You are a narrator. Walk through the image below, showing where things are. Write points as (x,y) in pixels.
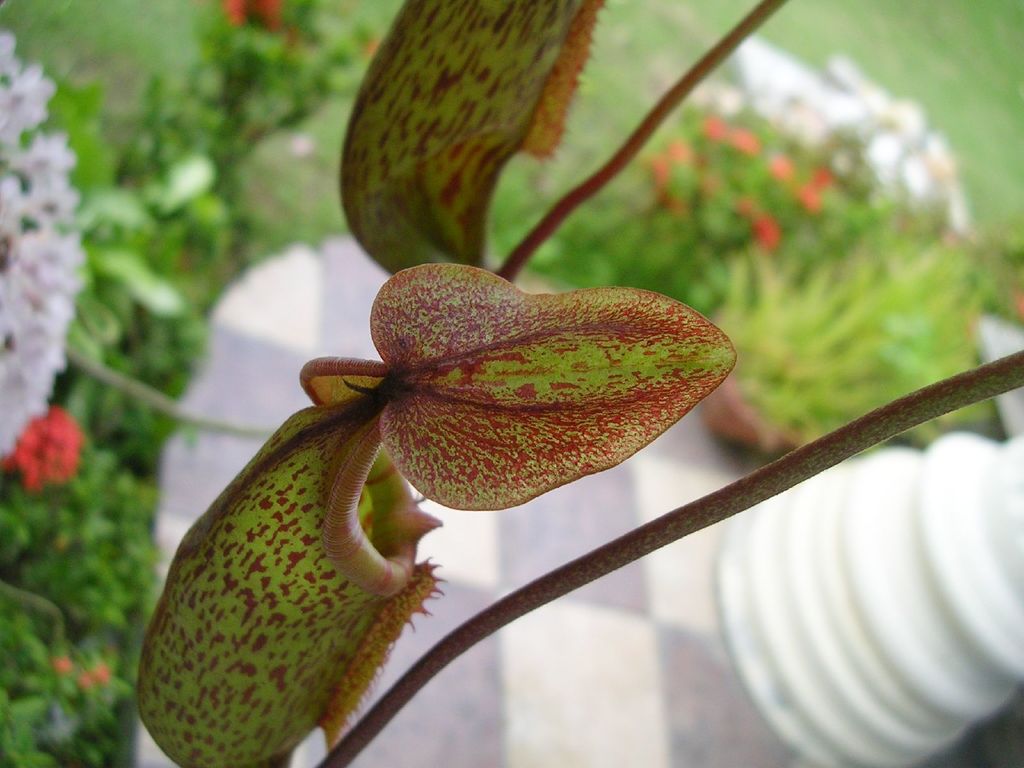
Here in this picture we can see leaves (316,475) present on a plant (316,475) and we can also see flowers (36,339) present on other plants (724,229) in blurry manner.
